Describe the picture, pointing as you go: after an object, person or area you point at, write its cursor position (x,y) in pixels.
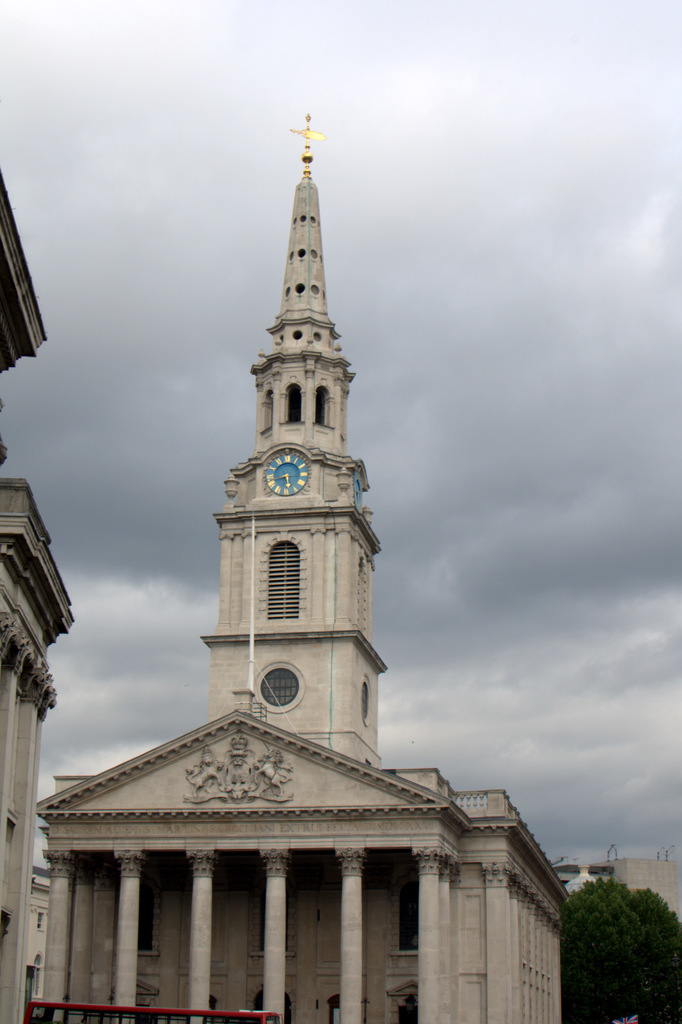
In this image, we can see a clock tower (309,542), house (491,1021), pillars (196,893), walls (472,920). At the bottom (667,914), we can see trees (614,957), some red color. Background (514,523) there is a cloudy sky (527,521).
